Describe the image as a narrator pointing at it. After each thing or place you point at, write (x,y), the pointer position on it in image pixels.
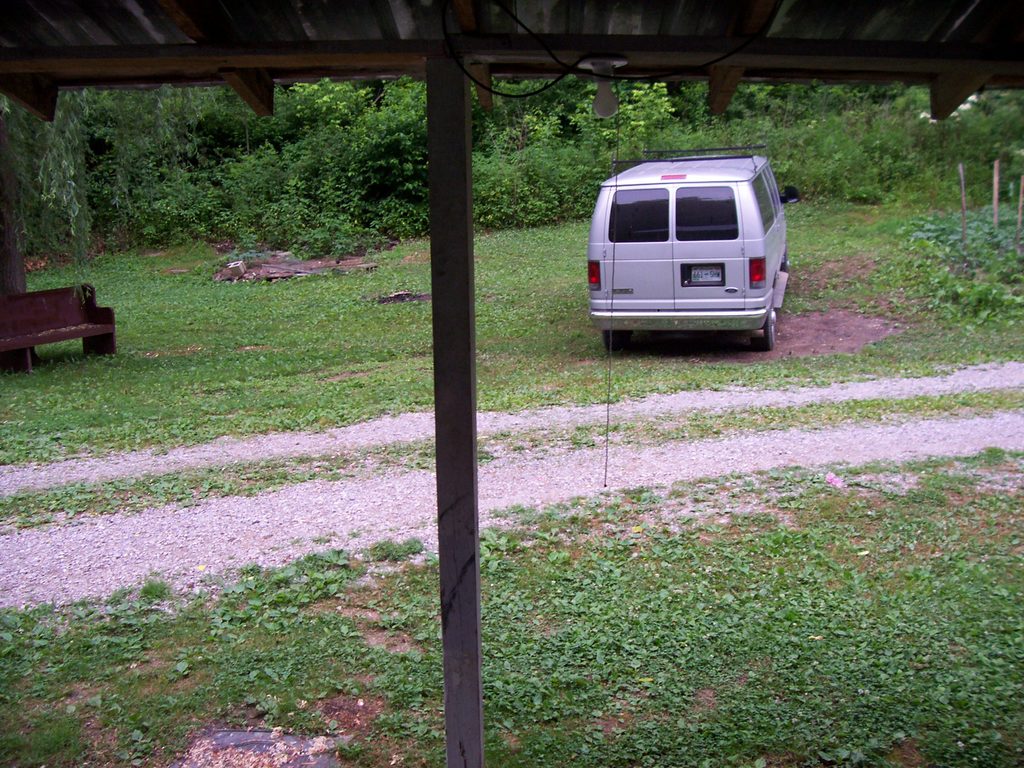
Here we can see a pole (471,98) and a light (614,73) on the roof (480,47). In the background (358,209) there are trees (40,216), plants (149,229), chair (91,327) and a vehicle (747,287).
